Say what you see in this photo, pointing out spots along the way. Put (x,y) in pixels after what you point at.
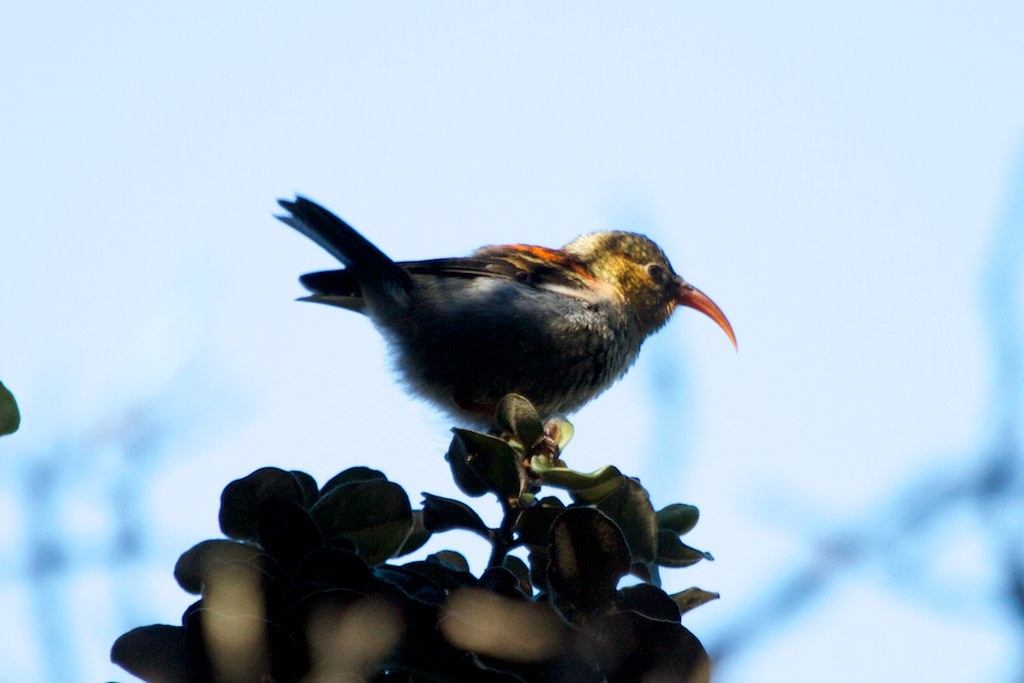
This image is taken outdoors. In the background (259,145) there is the sky (637,153). In the middle of the image (515,422) there is a plant (507,544) with leaves (372,537) and stems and there is a bird (533,282) on the plant (530,418). The bird (432,389) is with a long beak (682,303).
